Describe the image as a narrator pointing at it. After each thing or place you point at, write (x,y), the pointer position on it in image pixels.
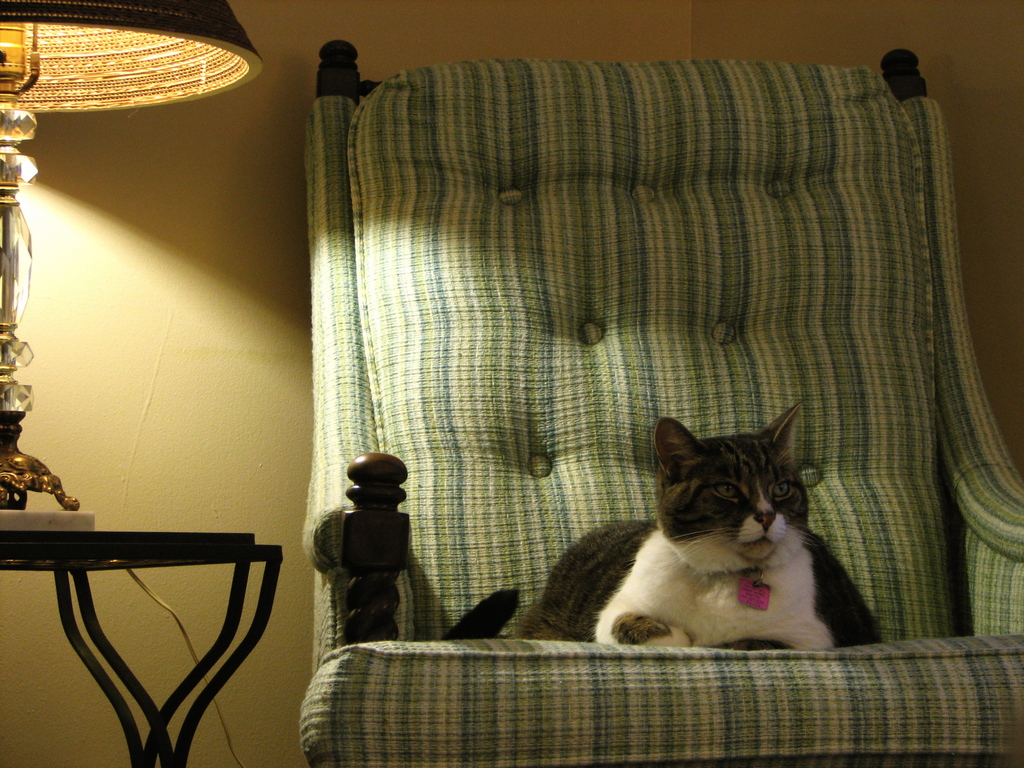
In this image, we can see cat (644,593) is sat on the chair (471,542). On left side (191,550), there is a table (111,540) and lamp (32,479) on the table (126,544). And background (260,432), there is a cream color wall (256,399).
